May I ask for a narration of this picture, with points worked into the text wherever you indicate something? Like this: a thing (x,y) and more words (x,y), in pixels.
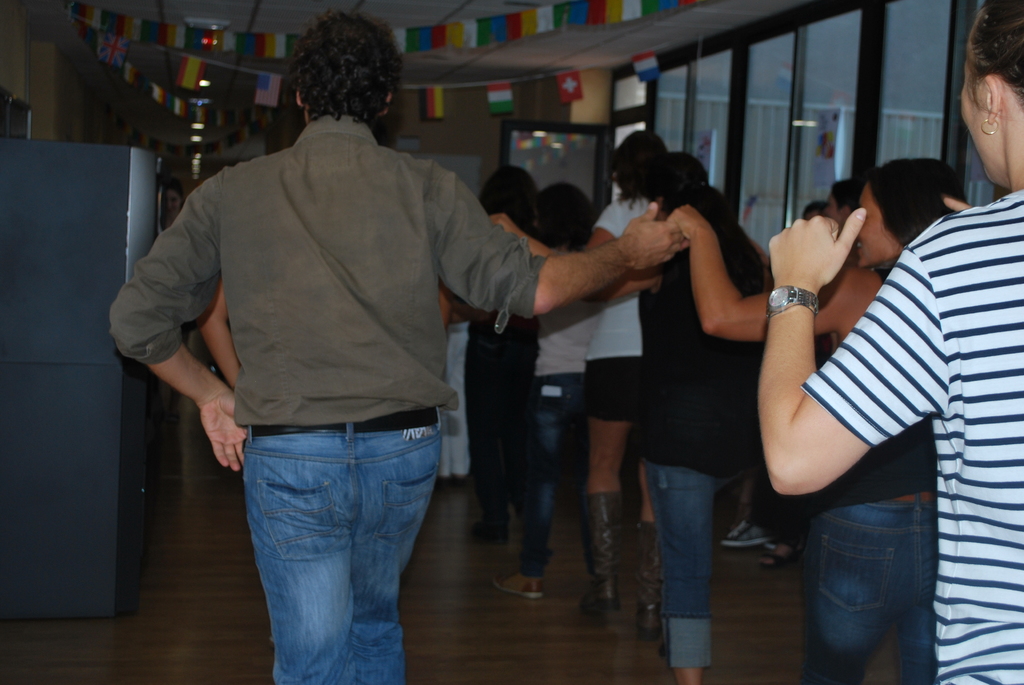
In the middle of the image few people (395,68) are standing and holding hands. In front of them we can see wall (416,136) and some objects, on the wall (466,140) we can see a board (589,154). In the top right corner of the image (790,118) we can see a glass wall (714,52). At the top of the image (561,8) we can see ceiling (290,71), lights (191,122) and banners (673,5).
